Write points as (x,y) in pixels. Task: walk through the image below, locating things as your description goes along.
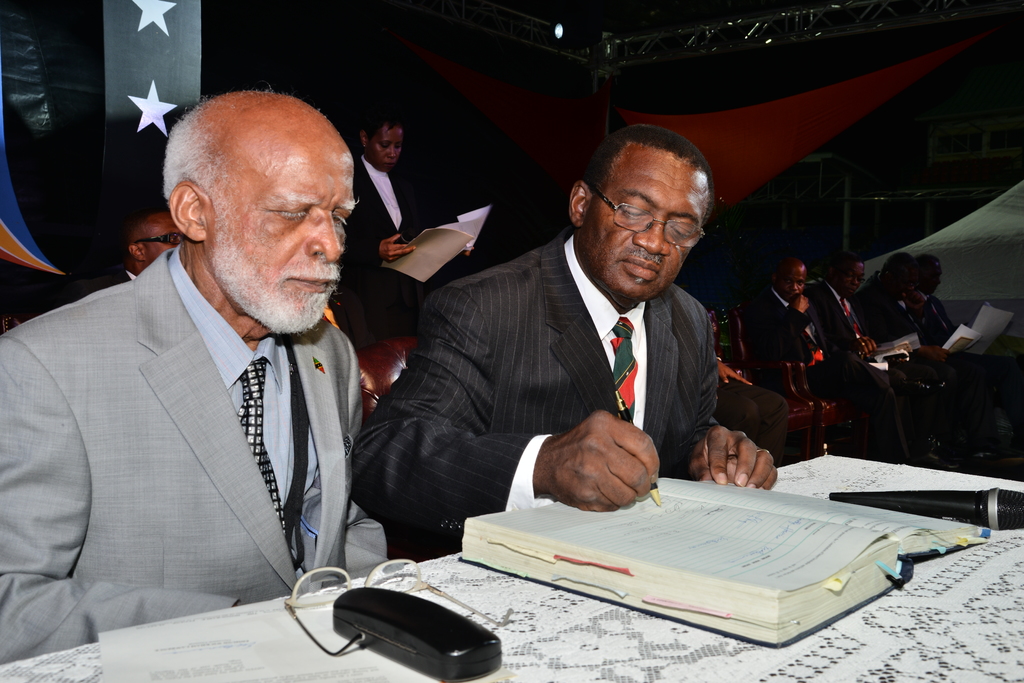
There are two men (391,421) sitting in front of and the first man (720,482) is writing something on a book (685,569) that is placed on a table (950,475), beside the book (766,530) there is a mic (912,504) and beside that there are spectacles (317,596) and a box (343,605). Behind them a person (378,202) is standing and reading something, on the right side (766,335) few other people (827,348) were sitting on the chairs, in the background (156,48) there is a banner (118,94) and there are white stars (152,17) on the banner (115,95).
